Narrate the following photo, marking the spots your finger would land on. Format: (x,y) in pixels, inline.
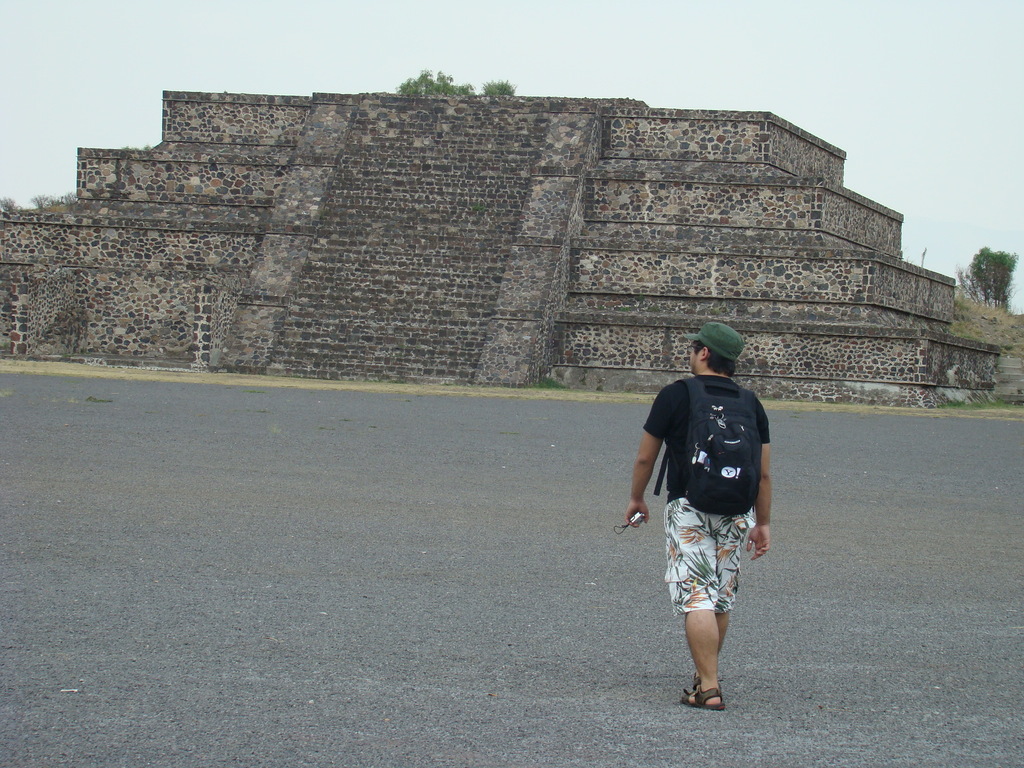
This image is clicked outside. There are trees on the right side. There is sky (603,70) at the top (421,9). There is a person (665,461) walking in the middle (669,407). He is wearing backpack (715,435) and a cap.
